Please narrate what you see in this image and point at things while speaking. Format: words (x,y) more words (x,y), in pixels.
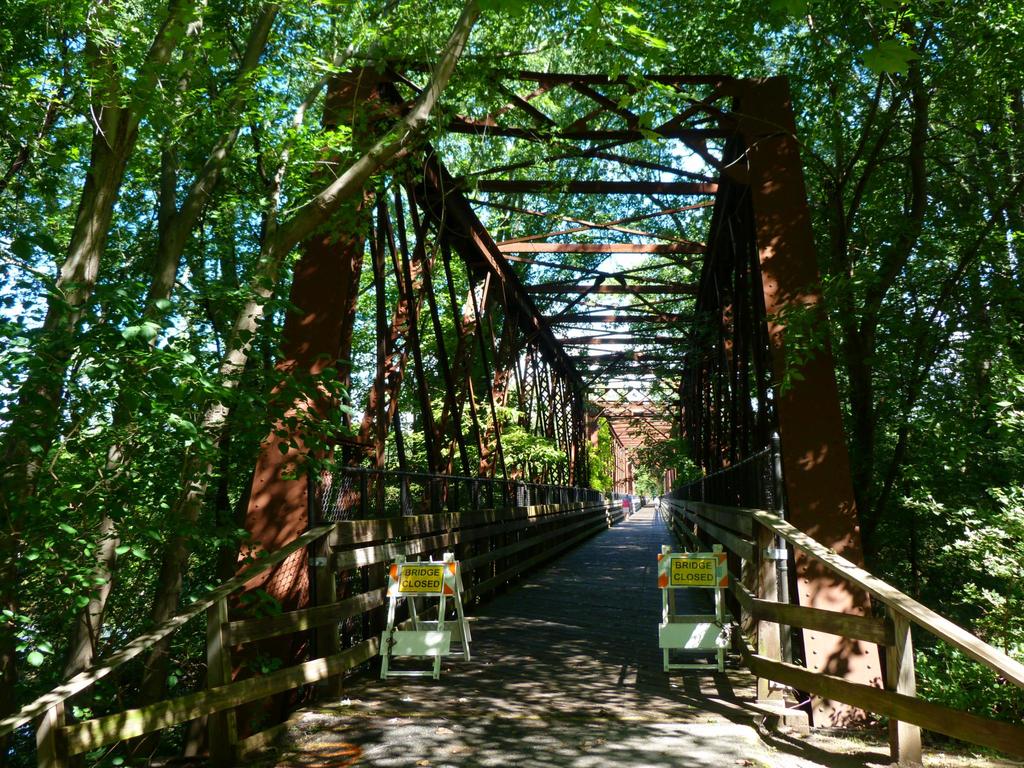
In the picture we can see a bridge (566,490) and a path (556,597), and beside the entrance (681,600) of the bridge (681,600) we can see two boards (392,633) and written on it as bridge closed and on the either sides of the bridge (597,578) we can see trees (171,386).
